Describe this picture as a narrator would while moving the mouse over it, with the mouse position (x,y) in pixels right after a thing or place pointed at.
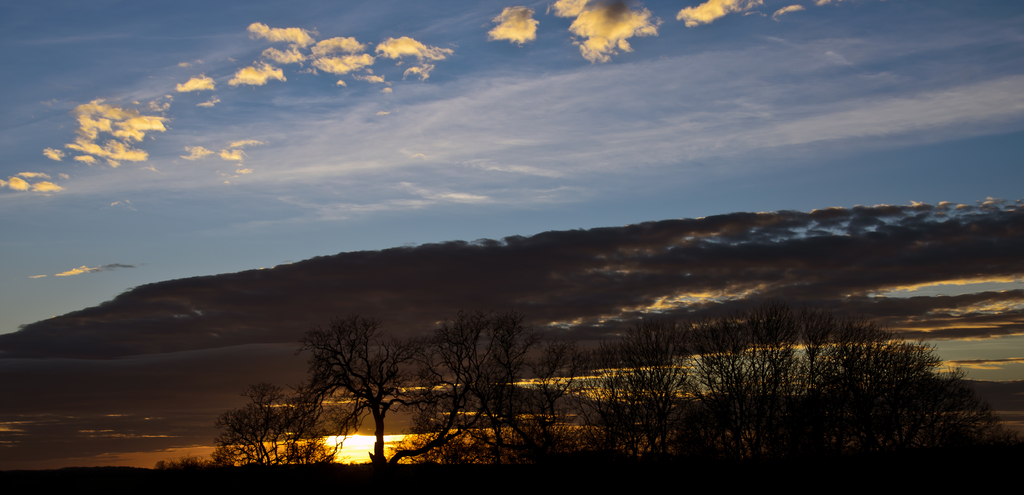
In this image there are trees (457,352), and in the background (537,282) there is sky (315,289).
